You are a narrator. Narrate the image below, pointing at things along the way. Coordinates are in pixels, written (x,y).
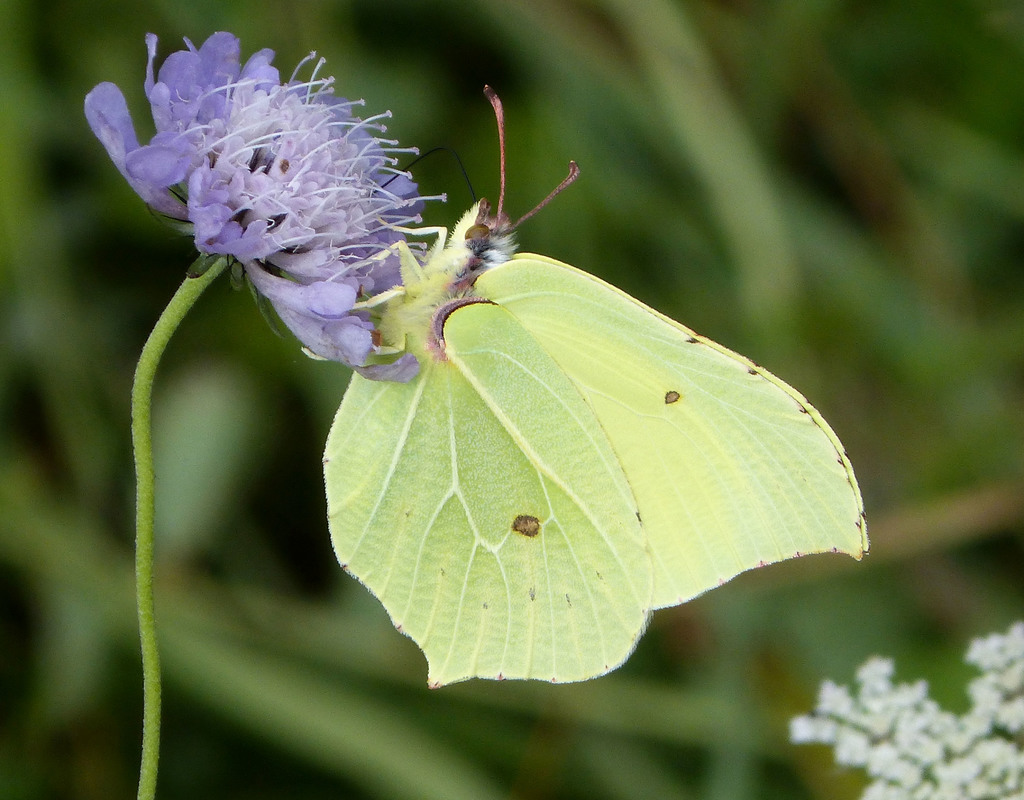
In this picture, we see a butterfly (619,517) in yellow color is on the violet flower (207,208). In the right bottom of the picture (868,683), we see flowers (899,720) and these flowers (935,760) are in white color. In the background (736,285), it is green in color. This picture is blurred in the background (431,124).
